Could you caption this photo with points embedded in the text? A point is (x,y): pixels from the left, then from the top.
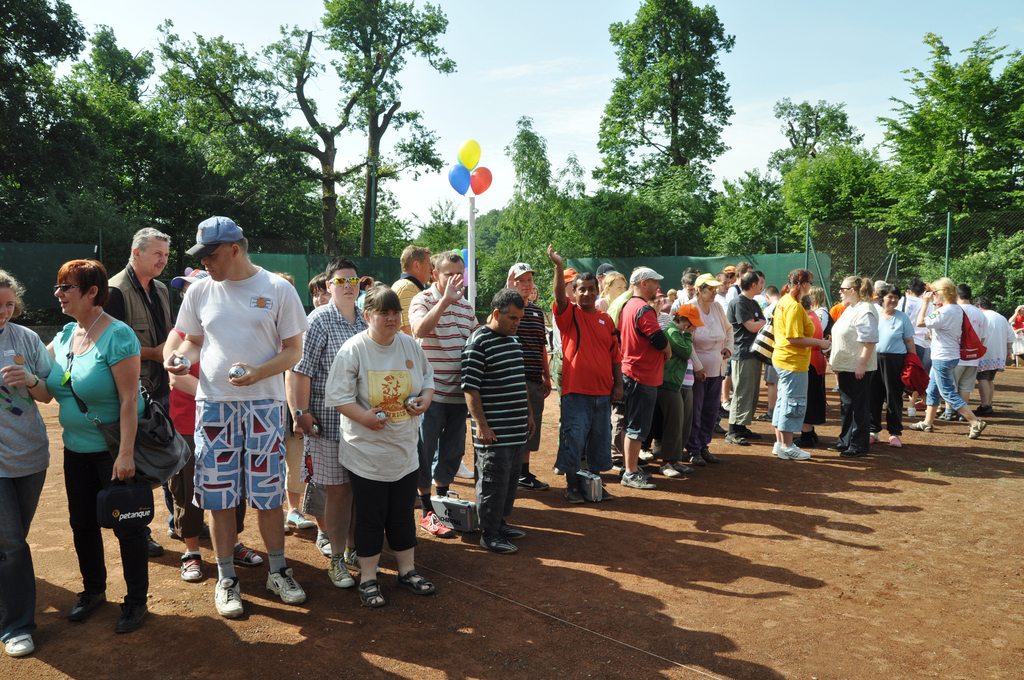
In this image I can see the group of people (558,444) standing on the ground (688,593). These people (633,464) are wearing the different color dresses (520,358) and I can see few people (86,444) are wearing the bags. In the back (468,266) I can see the colorful balloons (464,169) to the pole (472,247). I can also see the fence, many trees (528,211) and the sky (404,108).
